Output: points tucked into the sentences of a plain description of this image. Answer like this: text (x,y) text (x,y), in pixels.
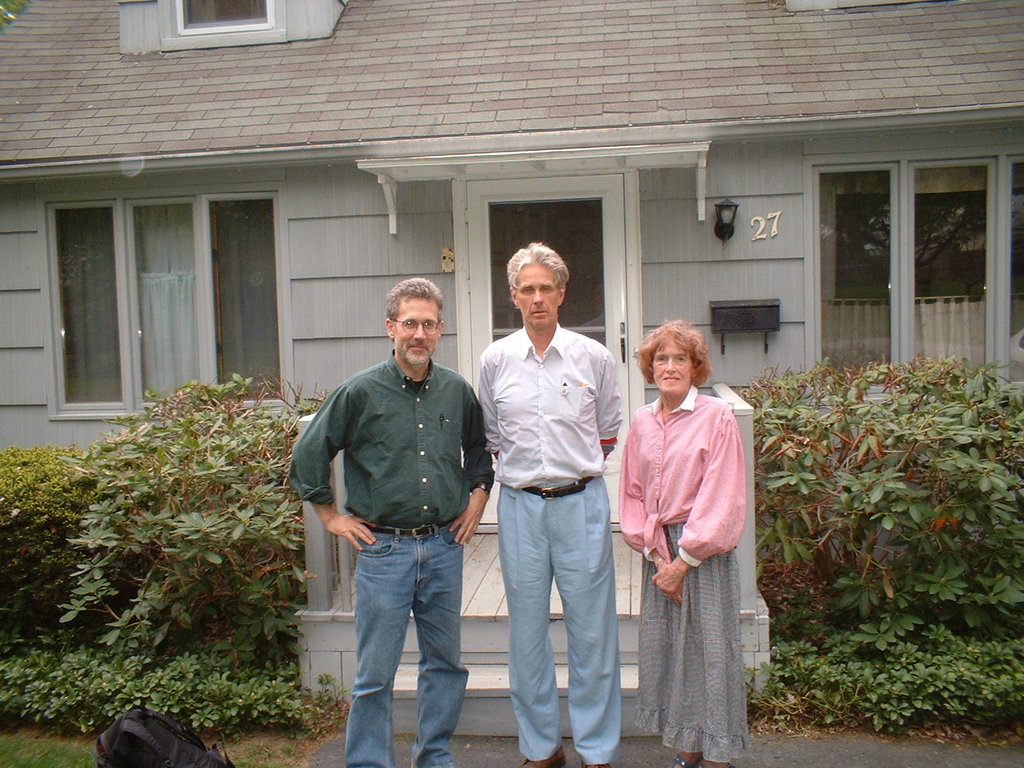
In this image we can see a person (516,583) wearing white shirt (591,438) and blue pant (585,536) is standing along with two persons (415,529) on the ground (799,727). In the background (775,725) we can see a building (741,135), group of plants (120,588) and a bag (122,729) placed on the ground (271,766).
